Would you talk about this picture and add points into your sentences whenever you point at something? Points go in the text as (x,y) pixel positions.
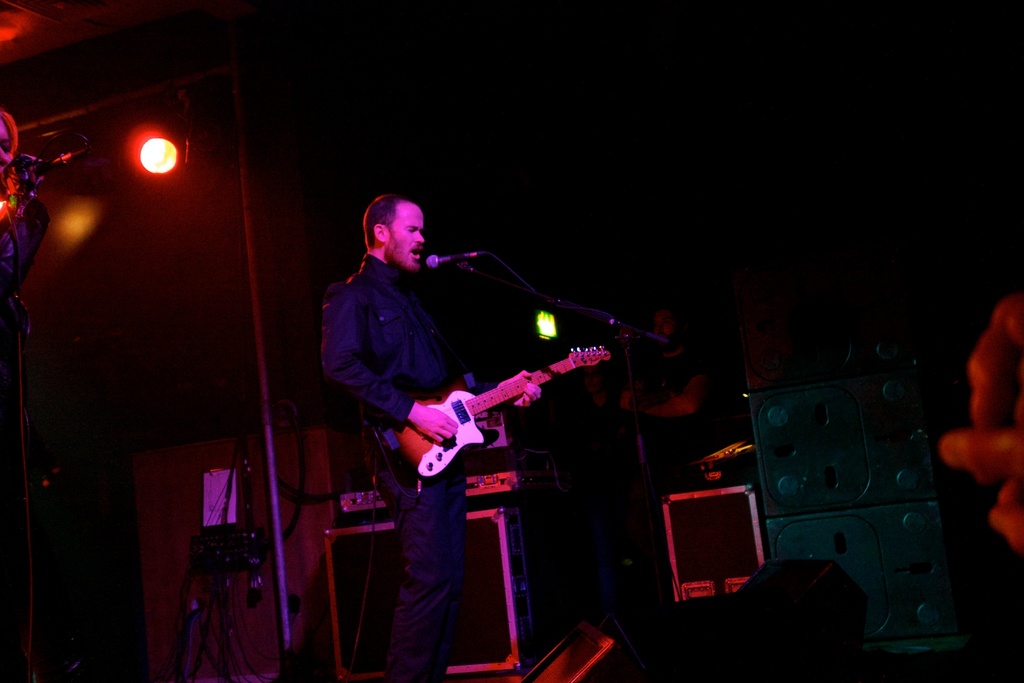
A man (431,410) is standing and playing guitar (495,396) and also singing on microphone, behind him there are lights (172,165), musical instruments (386,612) and few people (620,452).
